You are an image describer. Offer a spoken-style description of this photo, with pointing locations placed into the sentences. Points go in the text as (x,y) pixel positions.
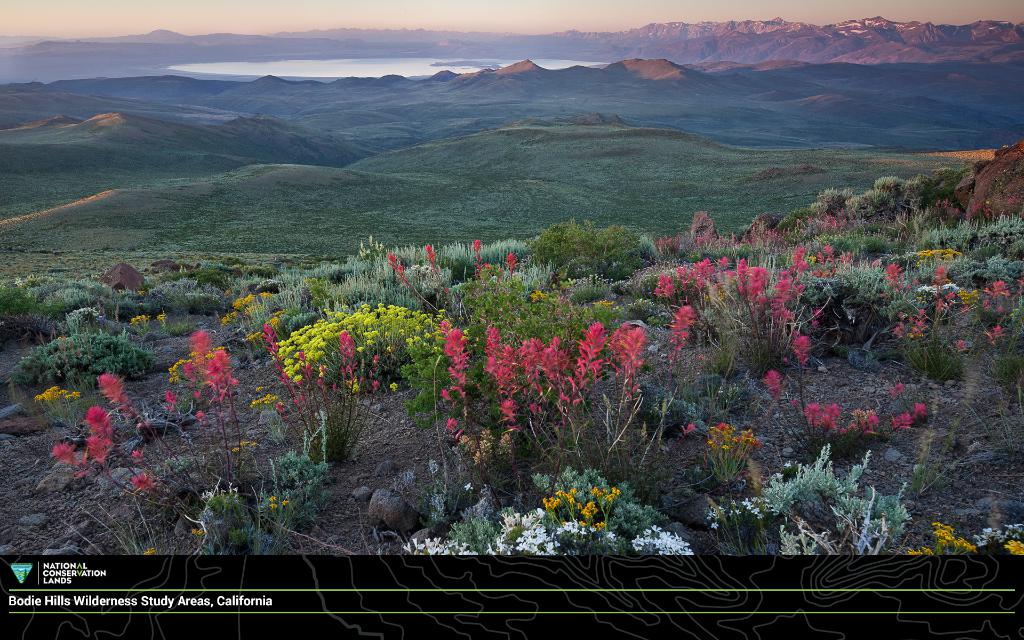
At the bottom of the image (495,430) there are flower plants (636,362). In the background of the image (654,83) there are mountains (339,79). There is grass (665,208). There is water (360,73).
